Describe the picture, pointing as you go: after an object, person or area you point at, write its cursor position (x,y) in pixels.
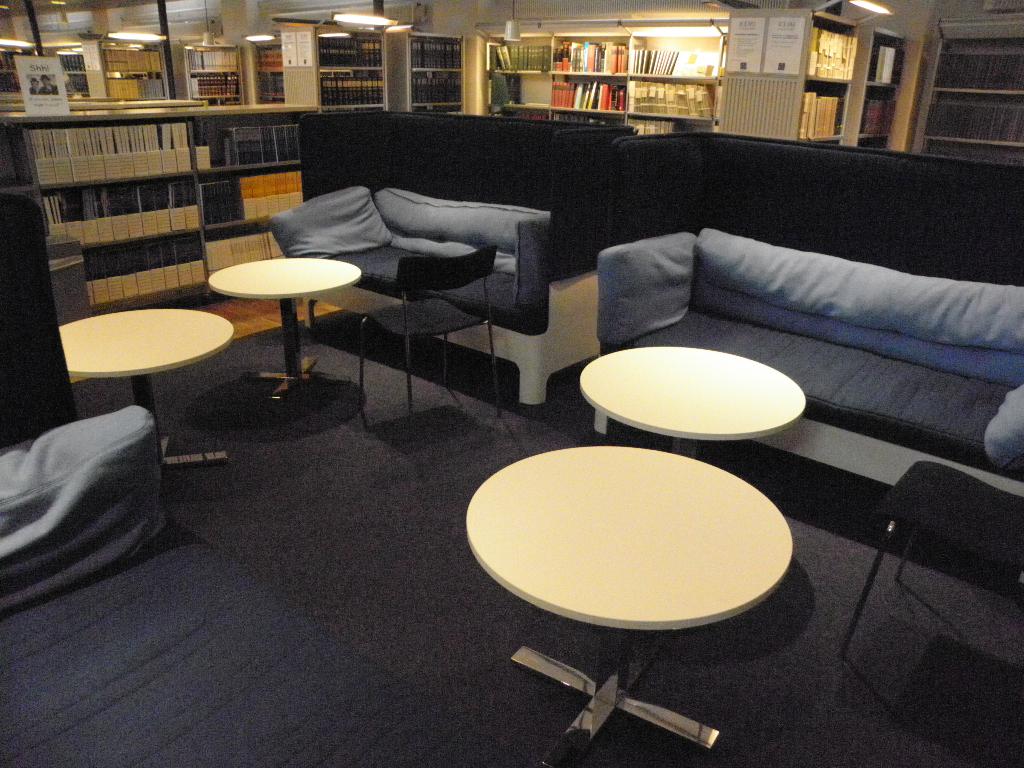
there is a library room (399,250) in which there are many tables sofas (388,272) and shelves (5,142).
